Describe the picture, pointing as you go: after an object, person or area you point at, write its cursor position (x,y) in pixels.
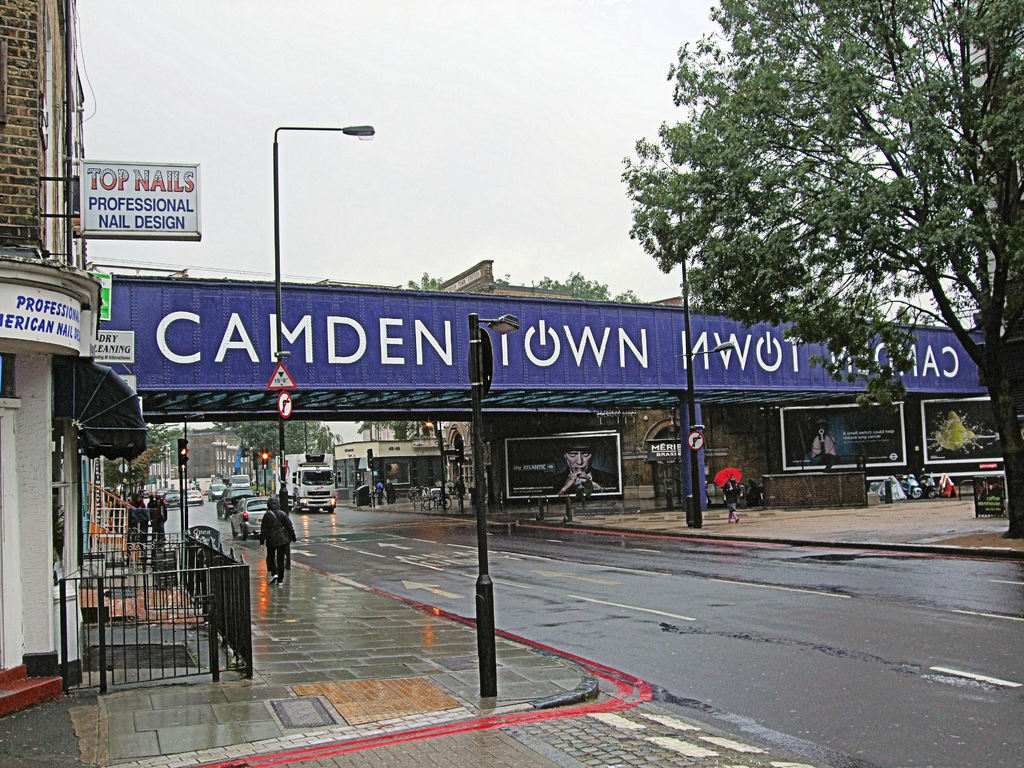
This picture is consists of a street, where there are buildings (86,343), tree (710,307), cars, poles (483,348), and posters (801,426) in the image.
